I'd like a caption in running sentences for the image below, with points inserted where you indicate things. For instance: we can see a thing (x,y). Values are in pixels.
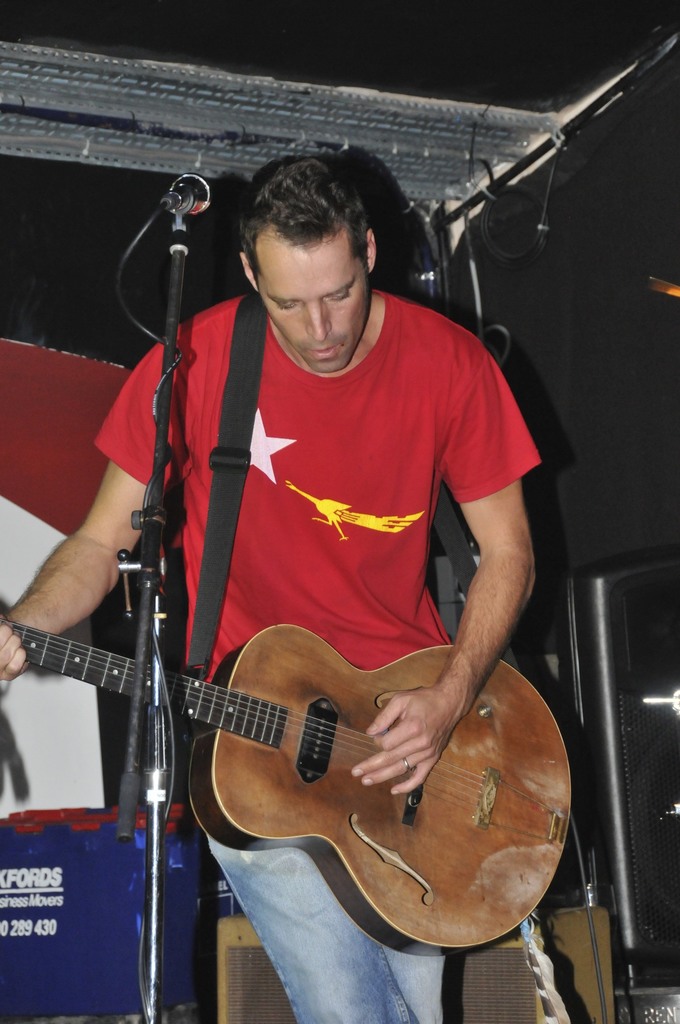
There is a man (313,1014) standing in the center (402,347). He is playing a guitar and here we can see a microphone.
